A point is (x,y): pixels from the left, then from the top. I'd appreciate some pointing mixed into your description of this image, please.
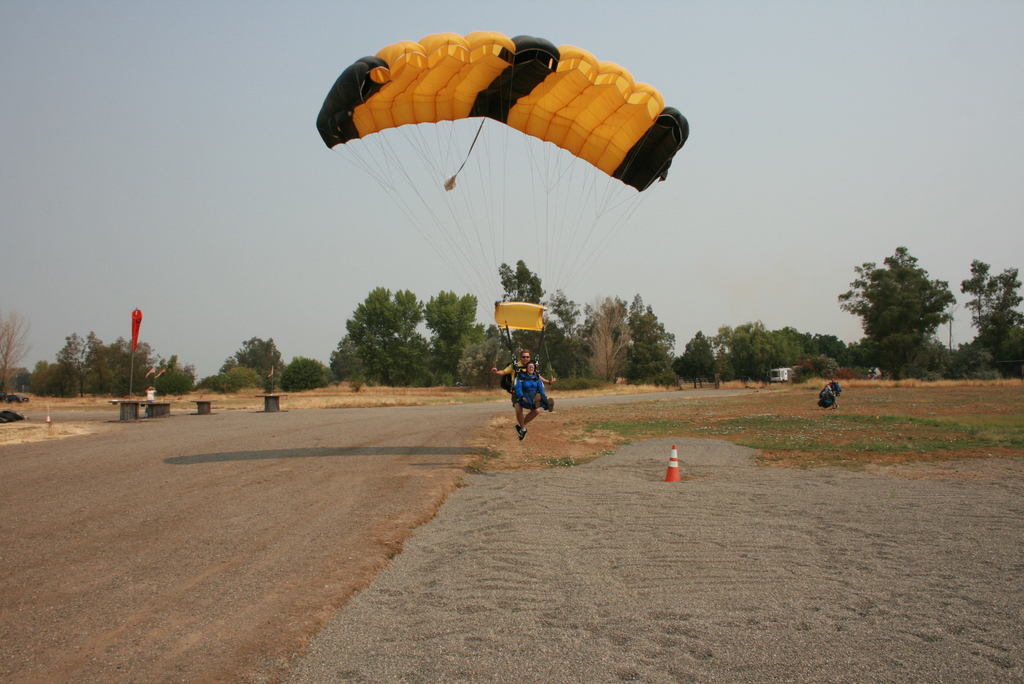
In this image I can see two persons (531,386) are flying in the air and I can see a parachute (576,135) which is yellow and black in color and few ropes (446,162) tied to the parachute (388,104) and the persons (535,373). I can see a traffic pole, the ground (324,468) and few trees (343,357). In the background (766,248) I can see the sky (691,160).
